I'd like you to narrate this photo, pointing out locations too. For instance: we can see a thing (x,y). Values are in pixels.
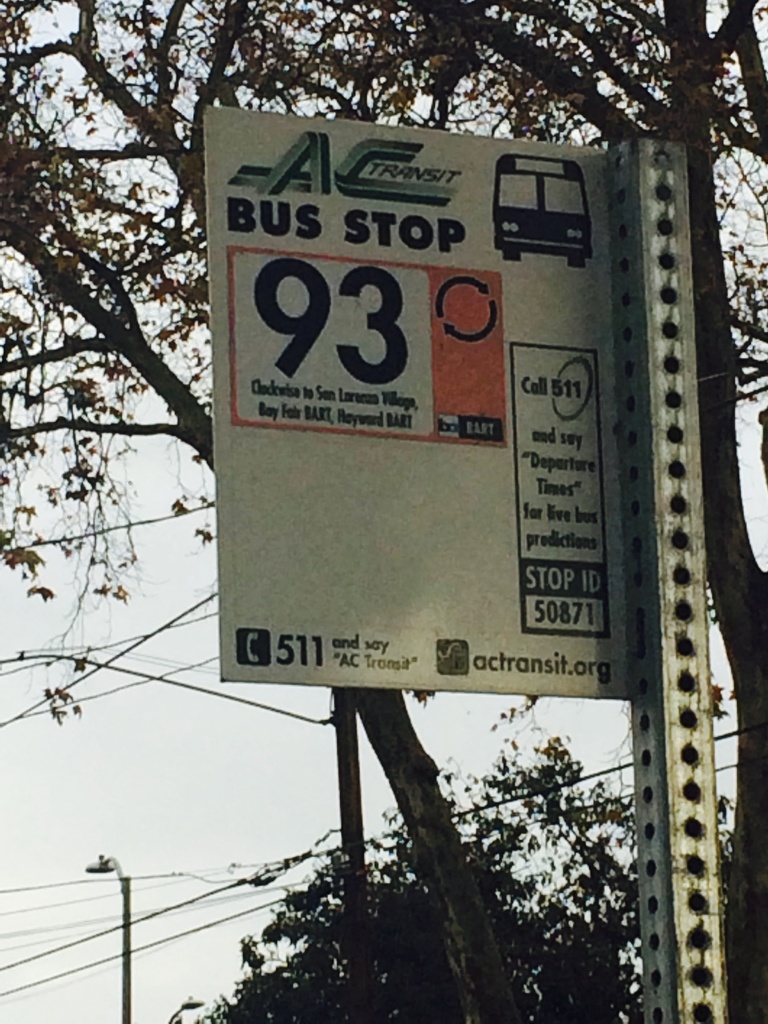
Here in the front (569,212) we can see a bus stop board (236,506) present on a pole (655,955) over there and behind it we can see trees (405,737) present here and there and we can see light posts (128,955) and wires (79,973) present over there.
